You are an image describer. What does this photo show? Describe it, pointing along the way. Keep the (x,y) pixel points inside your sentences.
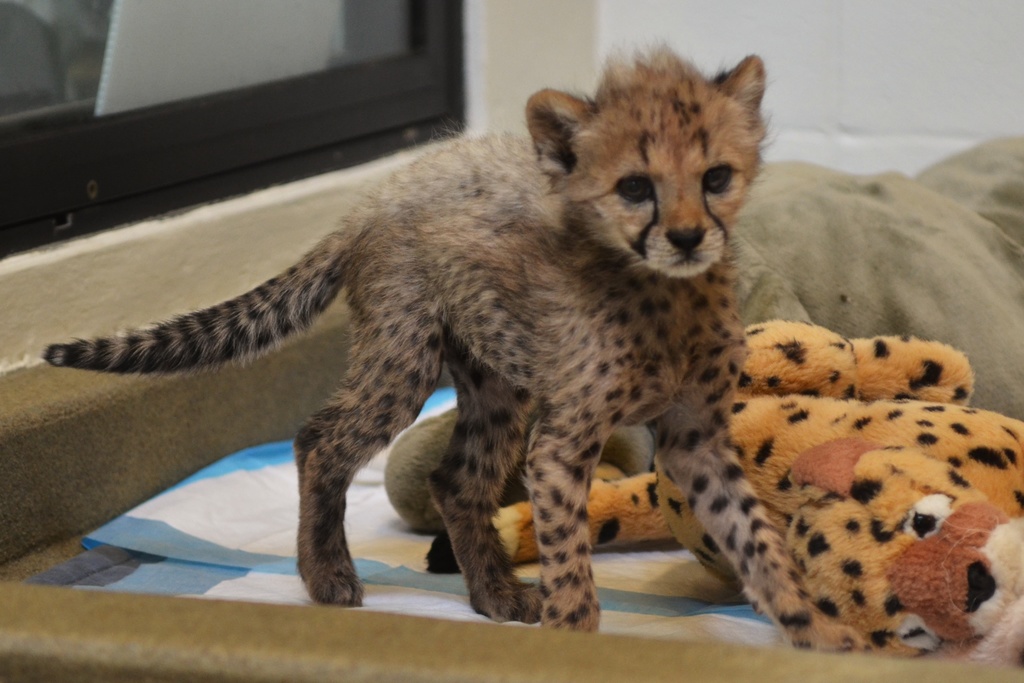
We can see a cheetah (647,331) standing on a cloth (599,589) on a platform (16,577) and there is a toy (954,509). On the left side (214,67) at the top corner (199,50) there is a TV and we can see the wall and other objects (910,238).
